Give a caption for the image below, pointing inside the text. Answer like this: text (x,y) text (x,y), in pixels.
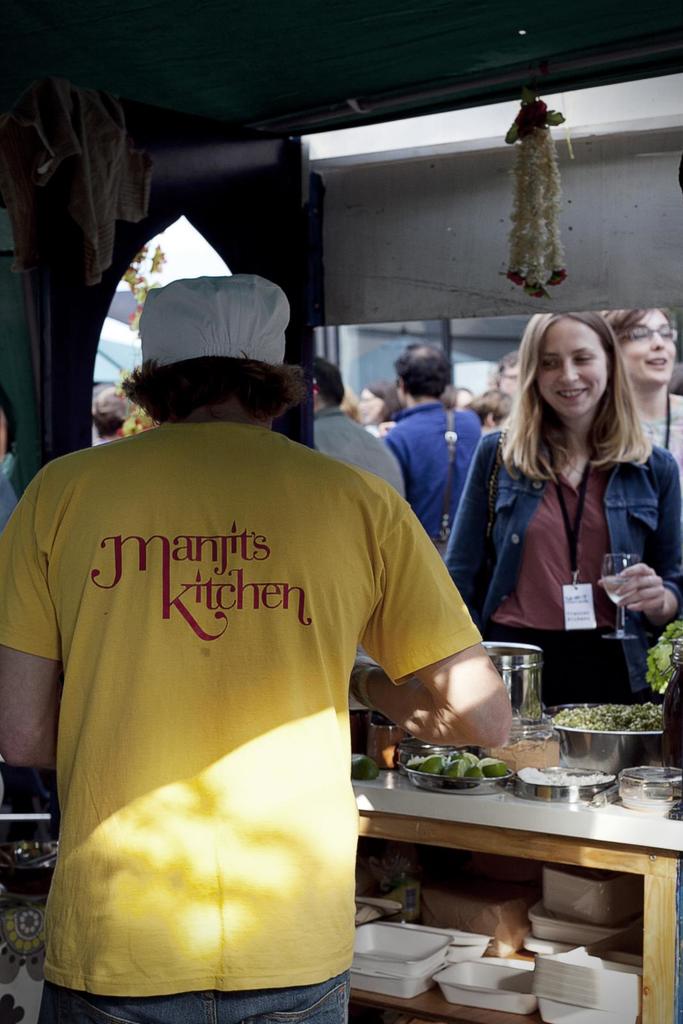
In the picture we can see a man (201,824) standing near the table (533,865) and the man (69,513) is wearing a yellow T-shirt (318,935), with a white cap (150,348) and to the opposite we can see a woman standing with a tag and ID card (579,622) and on the table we can see some food items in the bowls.
